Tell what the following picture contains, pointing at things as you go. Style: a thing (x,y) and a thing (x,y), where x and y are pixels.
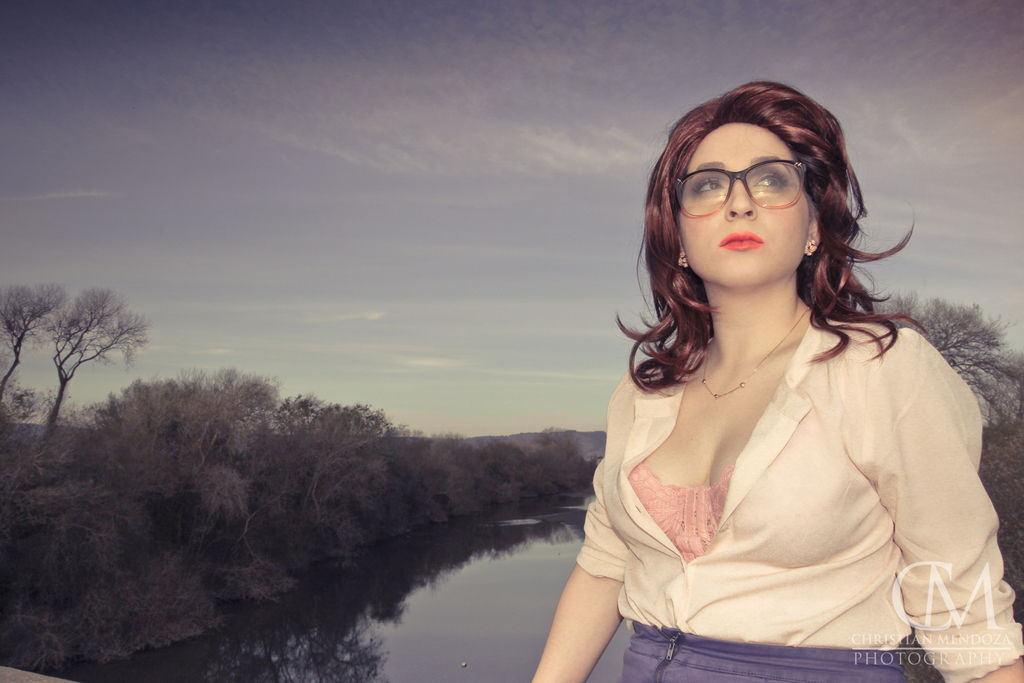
In the foreground of the picture (840,402) there is a woman (742,333), she is wearing goggles (793,178). There is a canal (473,611) in the center of the picture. On the left (116,561) there are trees (455,490). On the right (993,405) there are trees (977,375). Sky (558,263) is cloudy.
